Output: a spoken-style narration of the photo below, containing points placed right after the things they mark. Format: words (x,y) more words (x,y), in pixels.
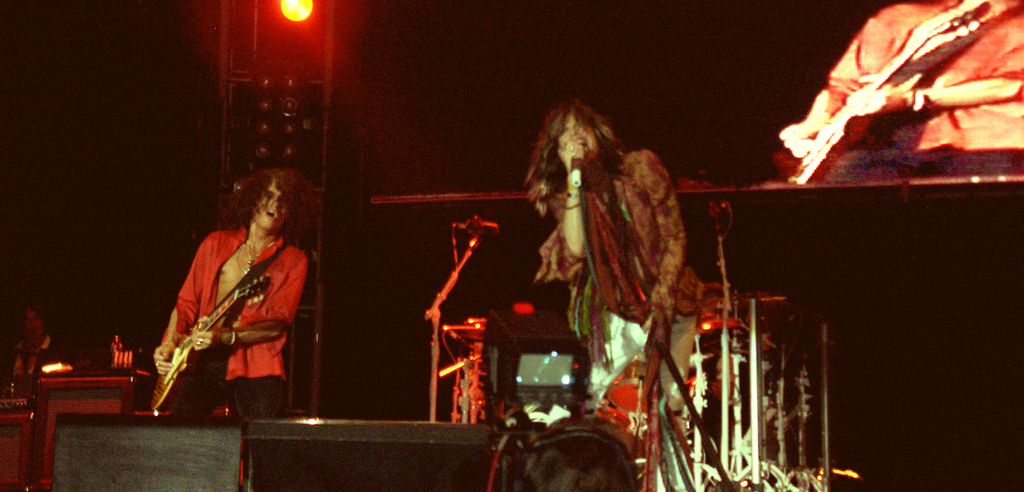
The person (257,312) wearing red dress (271,306) is playing guitar (237,295) and the person (679,249) wearing brown is singing in front of a mic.
